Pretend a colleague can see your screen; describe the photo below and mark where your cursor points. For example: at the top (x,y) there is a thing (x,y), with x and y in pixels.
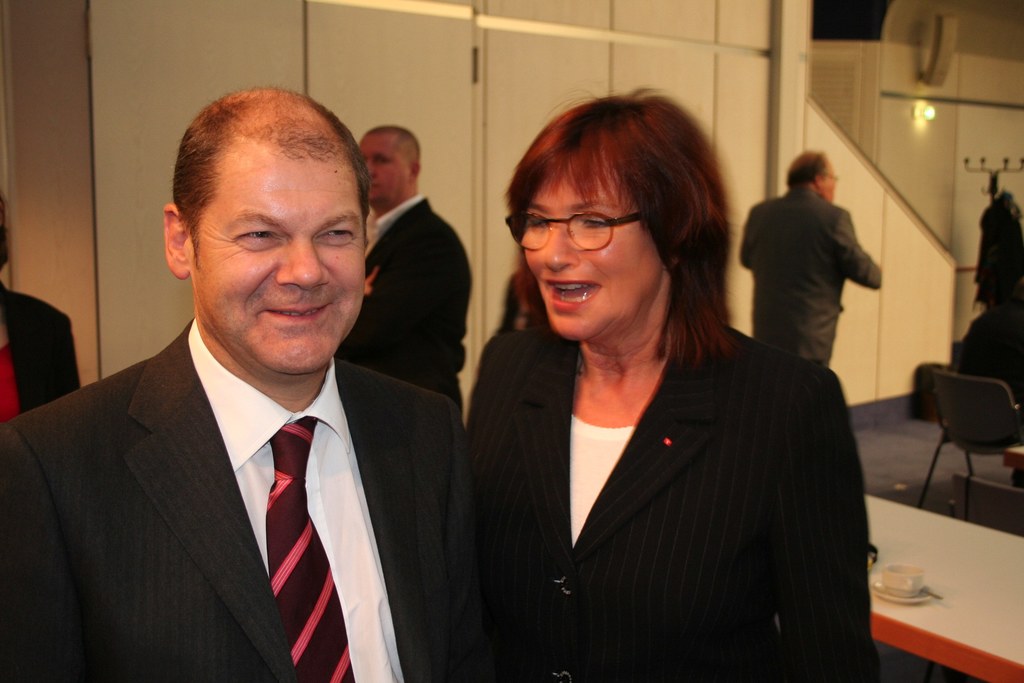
In this picture we can see a man (358,373) and a woman (500,516) in black blazers (566,506) smiling. On the background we can see few persons (4,210) standing. This is a table (960,604) and there is a saucer (927,595) and white colour cup (902,590) on the table (926,583). This is a chair (976,437). This is a floor (905,449).
